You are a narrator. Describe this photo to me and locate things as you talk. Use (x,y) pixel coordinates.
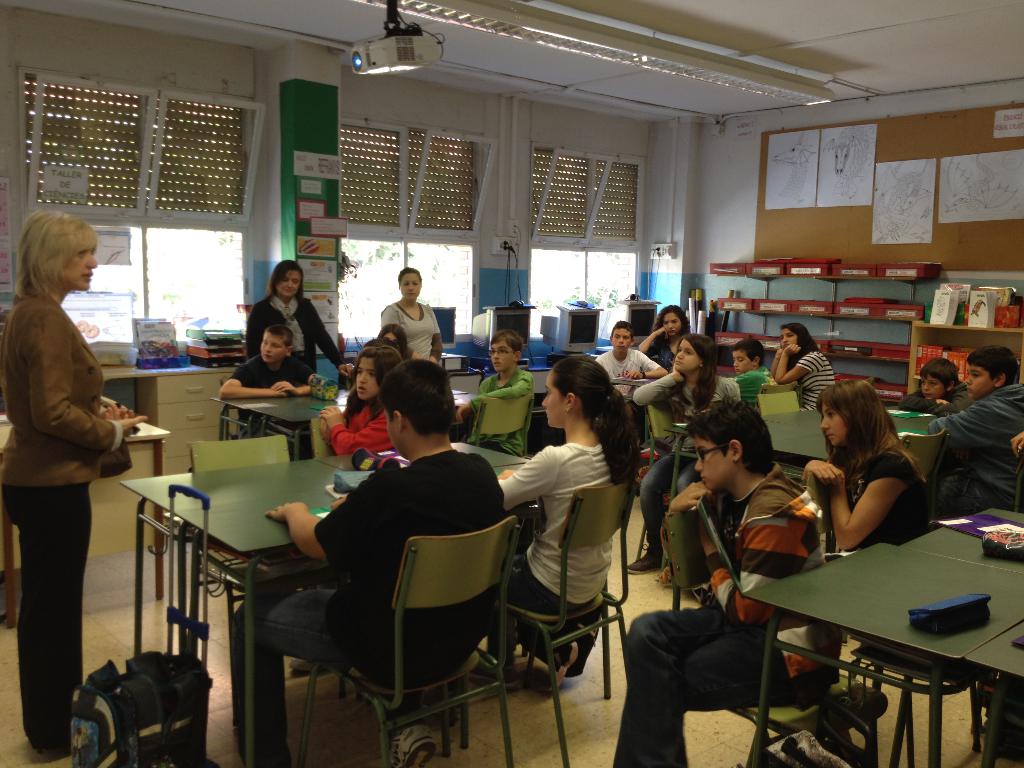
In the middle of the image (367,380) few people (912,490) are sitting on the chairs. Bottom left side of the image (74,599) a woman (68,338) standing. In the middle of the image (428,325) two women (427,321) are standing, Behind them there is a window (195,240). At the top of the image (873,15) there is a roof (468,44) and there is a projector (422,61). Top right side of the image (805,173) there is a wall (1008,283), On the wall (657,232) there is a board (791,221). Bottom right side of the image (892,557) there is a table (926,557).
